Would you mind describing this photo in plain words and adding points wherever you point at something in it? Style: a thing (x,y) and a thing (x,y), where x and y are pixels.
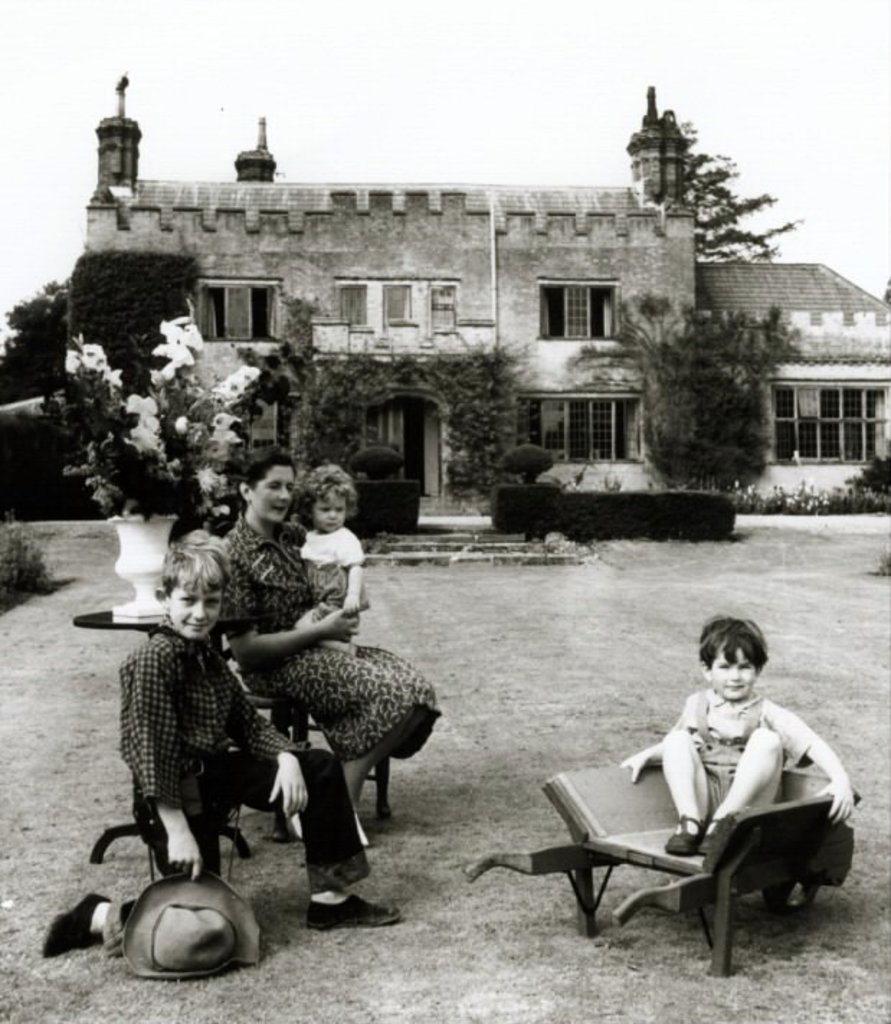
It is the black and white image in which there is a woman (292,686) sitting on the chair (292,711) by holding a kid (321,565). Beside her there is a boy (156,709) who is kneeling on the ground (132,886) by holding the cap (190,920). On the right side (634,839) there is a kid (679,784) sitting in the wheelbarrow (637,808). In the background (435,365) there is a building (415,310) with the windows (548,312) and garden (631,511) in front of it. At the top (438,74) there is sky (423,83). On the left side (130,553) there is a flower pot (120,561) on the table (96,621).
